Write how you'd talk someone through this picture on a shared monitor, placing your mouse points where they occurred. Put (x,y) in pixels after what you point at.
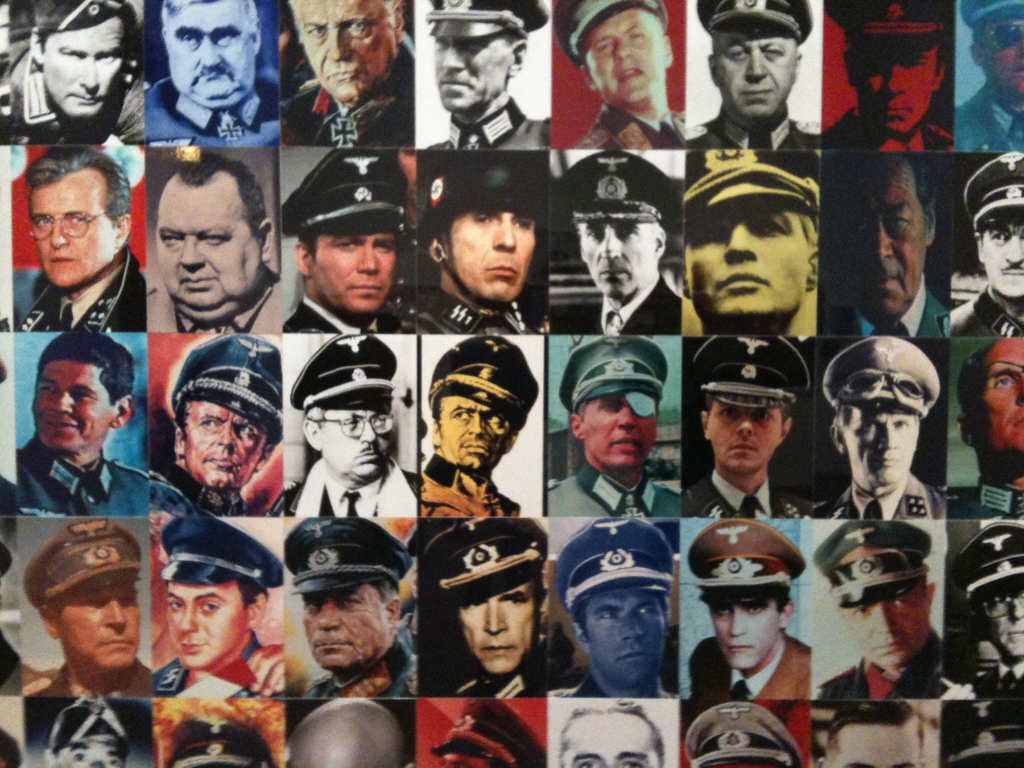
This is a collage picture. Here we can see faces (472,637) of persons (608,544).
